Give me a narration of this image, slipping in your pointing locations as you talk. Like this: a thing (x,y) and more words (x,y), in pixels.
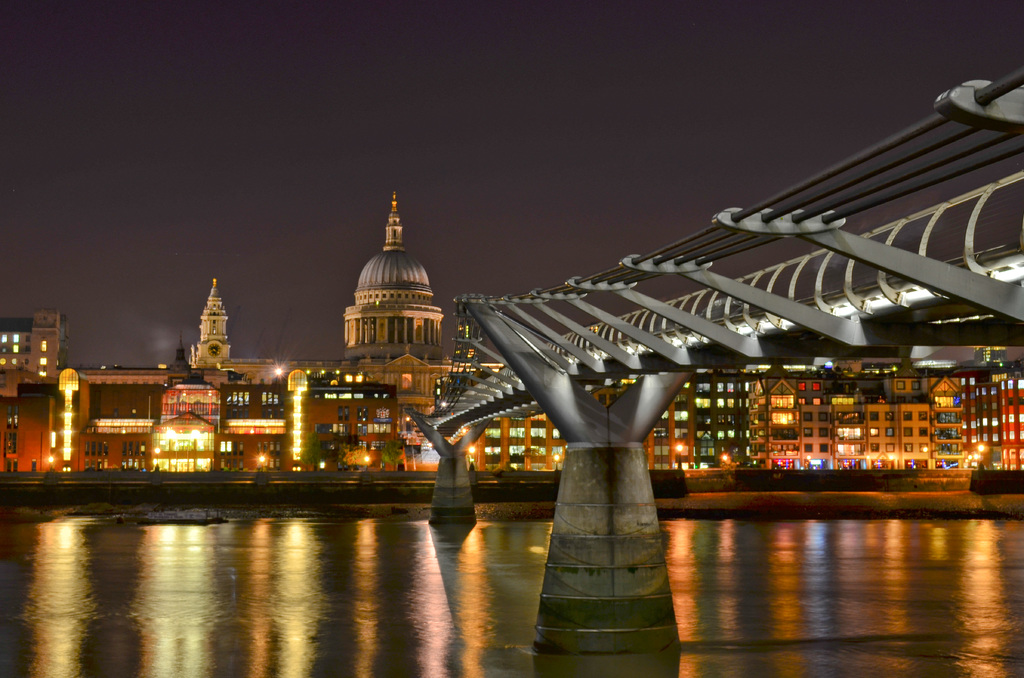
In this image there is a bridge (1000,326) on the lake (379,580), behind that there is a big building (521,424) with lights (71,387) on it.
